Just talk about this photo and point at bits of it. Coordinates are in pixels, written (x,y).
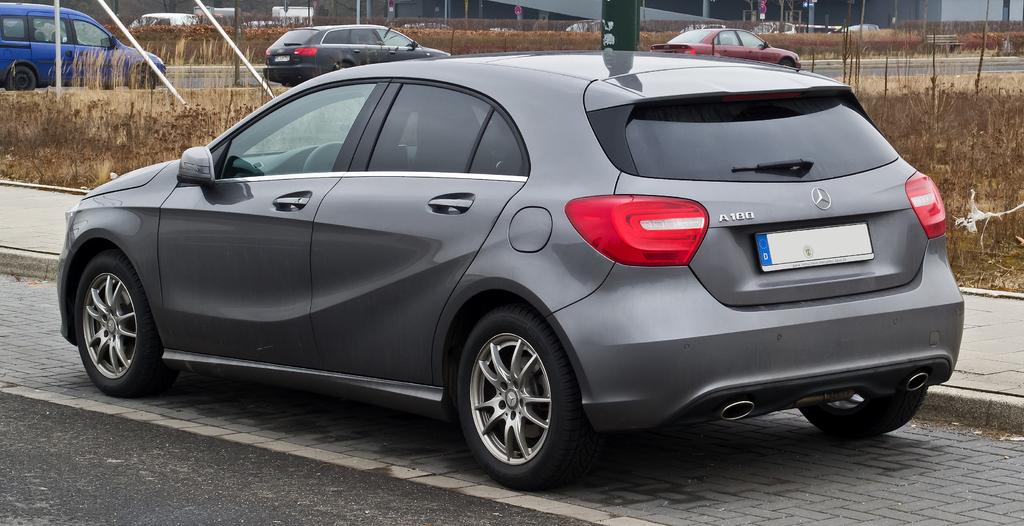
In this picture I can see vehicles (701,165) on the road (661,520), there are plants (979,148), grass (1008,137), boards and poles (60,61).
